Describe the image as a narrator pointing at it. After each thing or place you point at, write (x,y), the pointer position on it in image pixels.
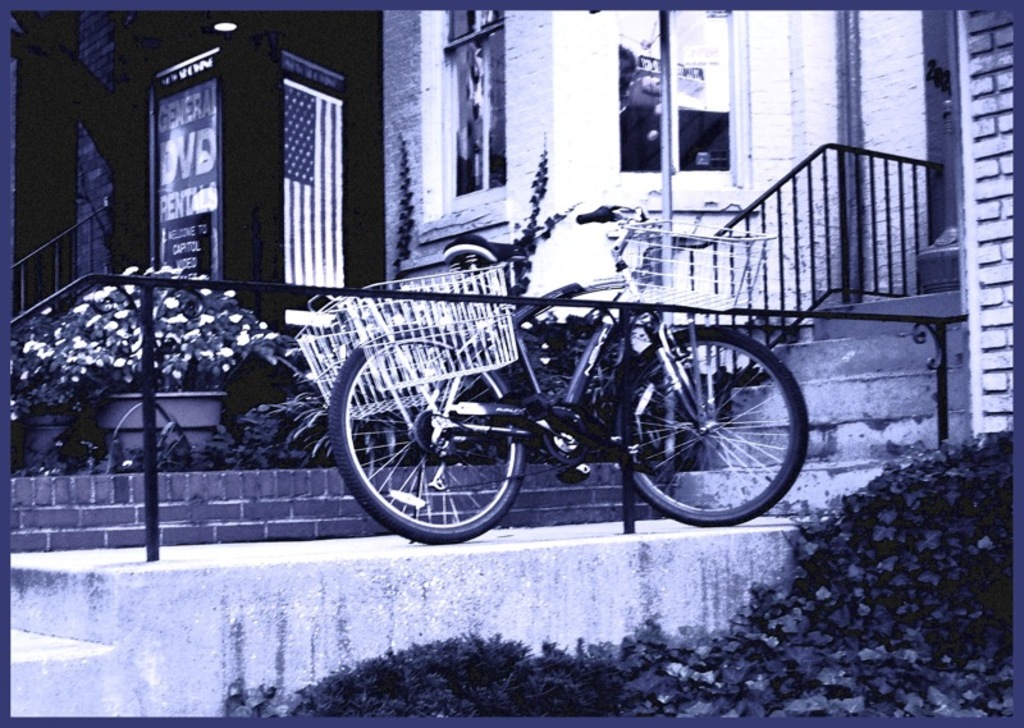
This is black and white image, we can see building (911,113) with posters (689,94), stairs (759,419), railing (891,290), poles (660,309), and we can see bicycle (712,336), plants (780,692), pot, flowers (227,350), posters (211,176) with some text (186,172) and images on it.
